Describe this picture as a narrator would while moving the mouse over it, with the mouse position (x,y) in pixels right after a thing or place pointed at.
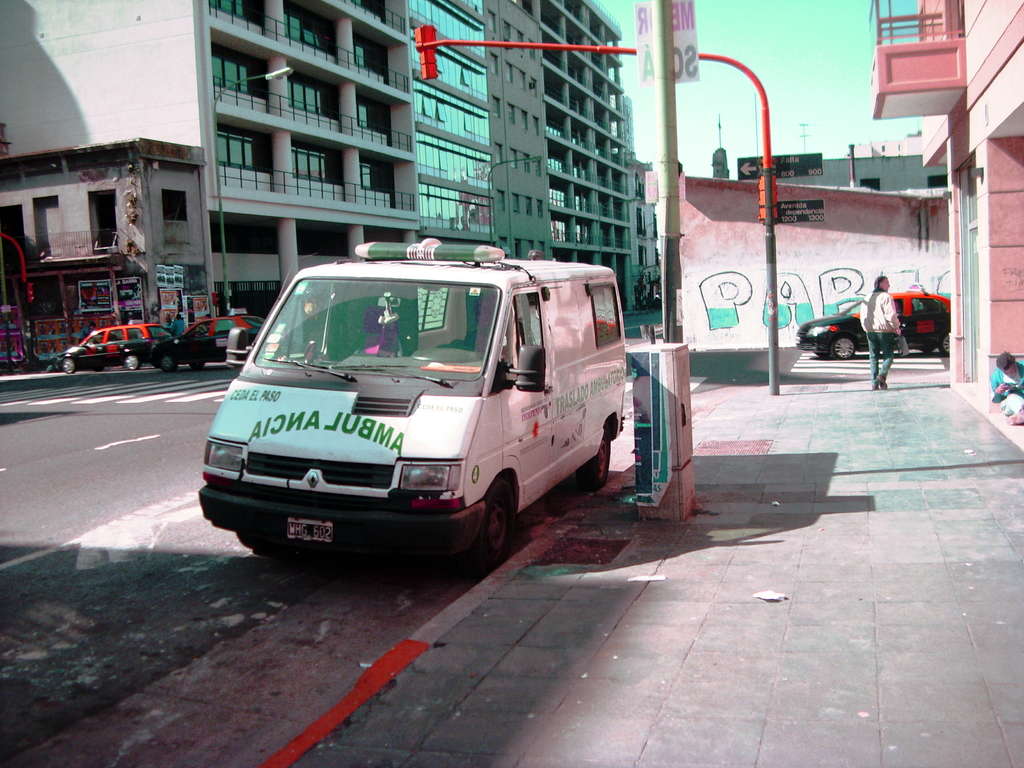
In this picture we can see the buildings (557,119), traffic lights (422,49), poles (437,40), boards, graffiti (707,295) on the wall (779,230), some vehicles (554,279), pillars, persons (863,312), balcony (900,44). At the bottom of the image (614,692) we can see the footpath (657,710). On the left side of the image (141,513) we can see the road (188,536). At the top of the image (811,29) we can see the sky (763,50).
